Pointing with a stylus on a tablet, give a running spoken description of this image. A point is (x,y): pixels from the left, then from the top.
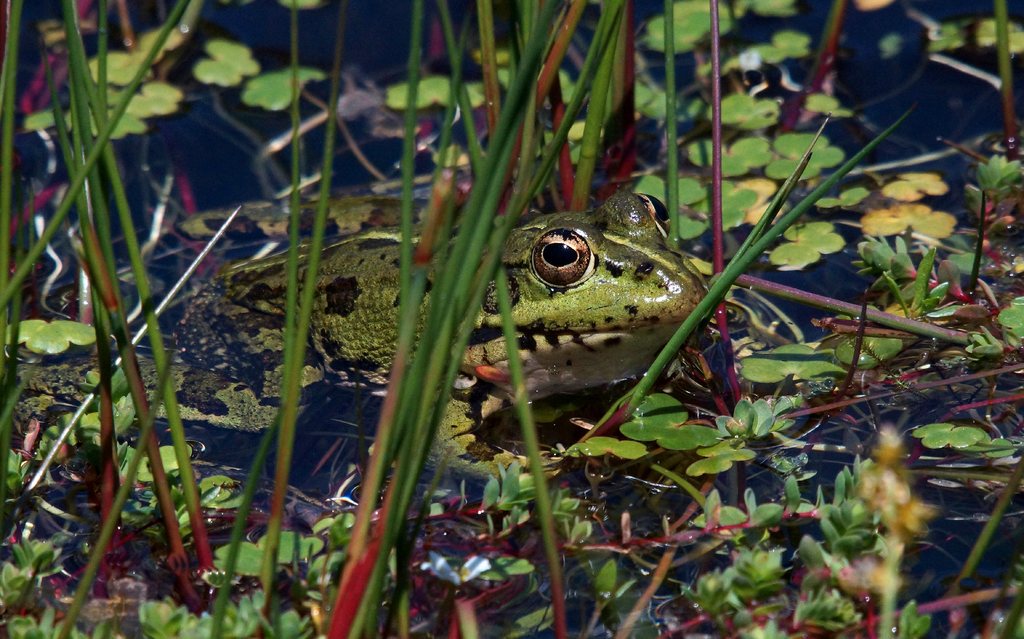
In the middle (546,364) a green color frog (534,361) is in the water (375,413), these are the plants (567,456) in it.
